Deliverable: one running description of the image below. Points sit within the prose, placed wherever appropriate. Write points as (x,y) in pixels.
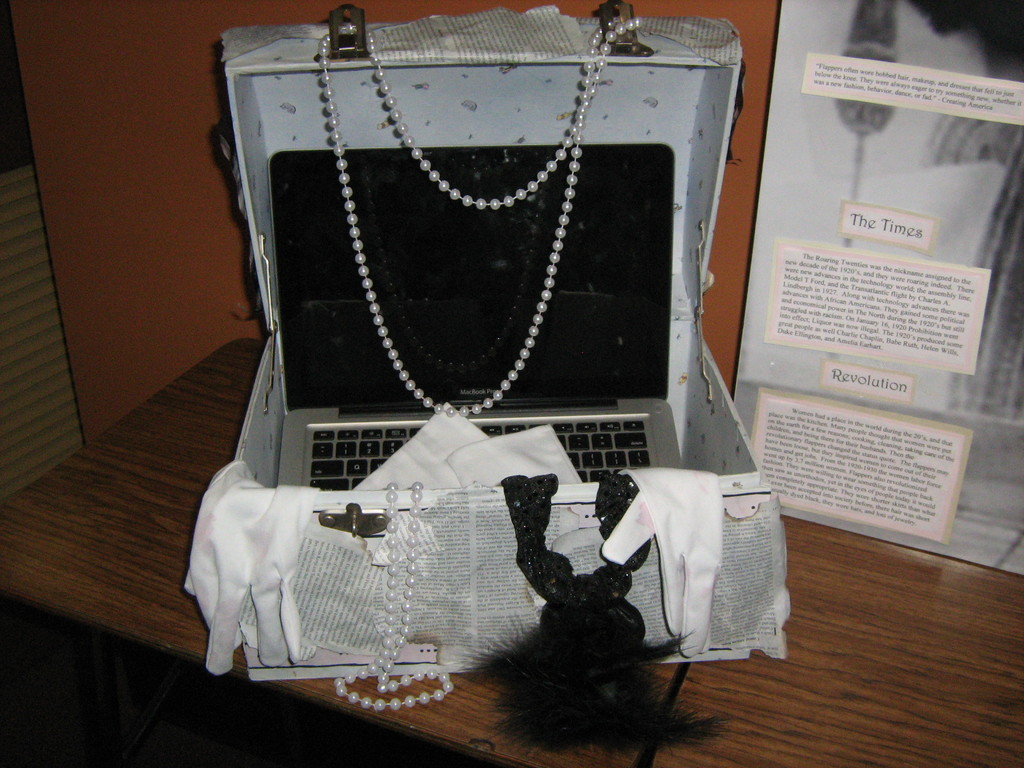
We can see box (285,125) with papers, ornaments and gloves (292,537) and board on the table (898,715) and we can see laptop (611,437) in a box (312,115). In the background (84,77) we can see wall (749,7).
